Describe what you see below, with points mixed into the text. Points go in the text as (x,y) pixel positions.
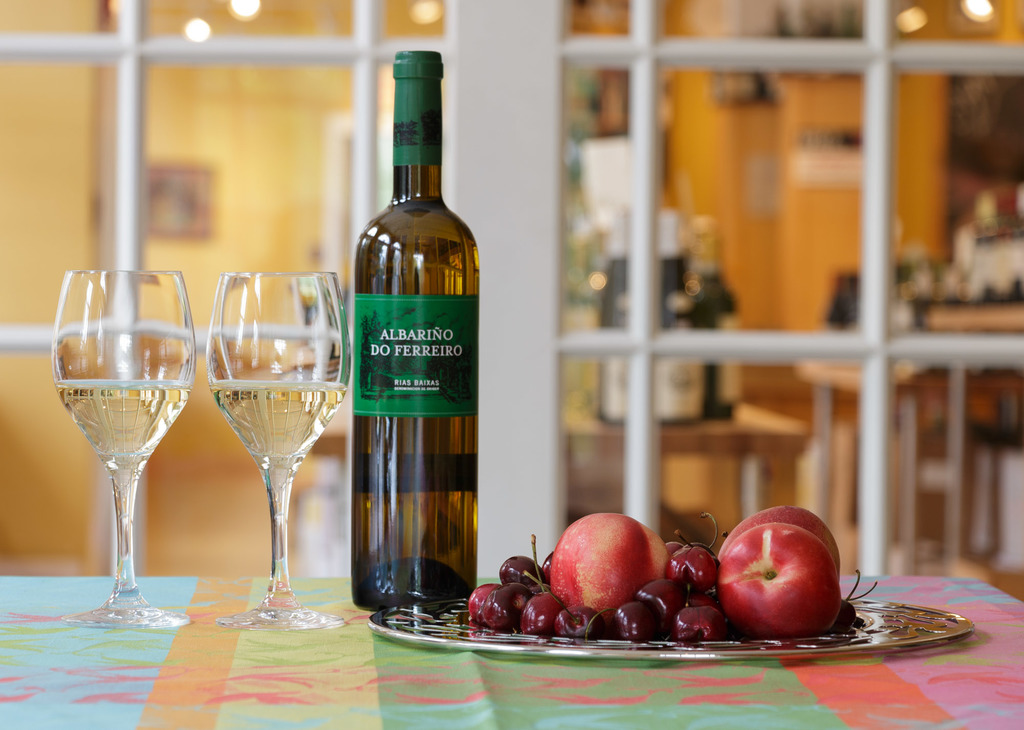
In this picture we can see couple of glasses (279,468), bottle (412,449) and fruits (586,597) on the table (761,662), in the background (714,394) we can see couple of bottles (708,372) on the table (751,443) and a wall (265,194).
